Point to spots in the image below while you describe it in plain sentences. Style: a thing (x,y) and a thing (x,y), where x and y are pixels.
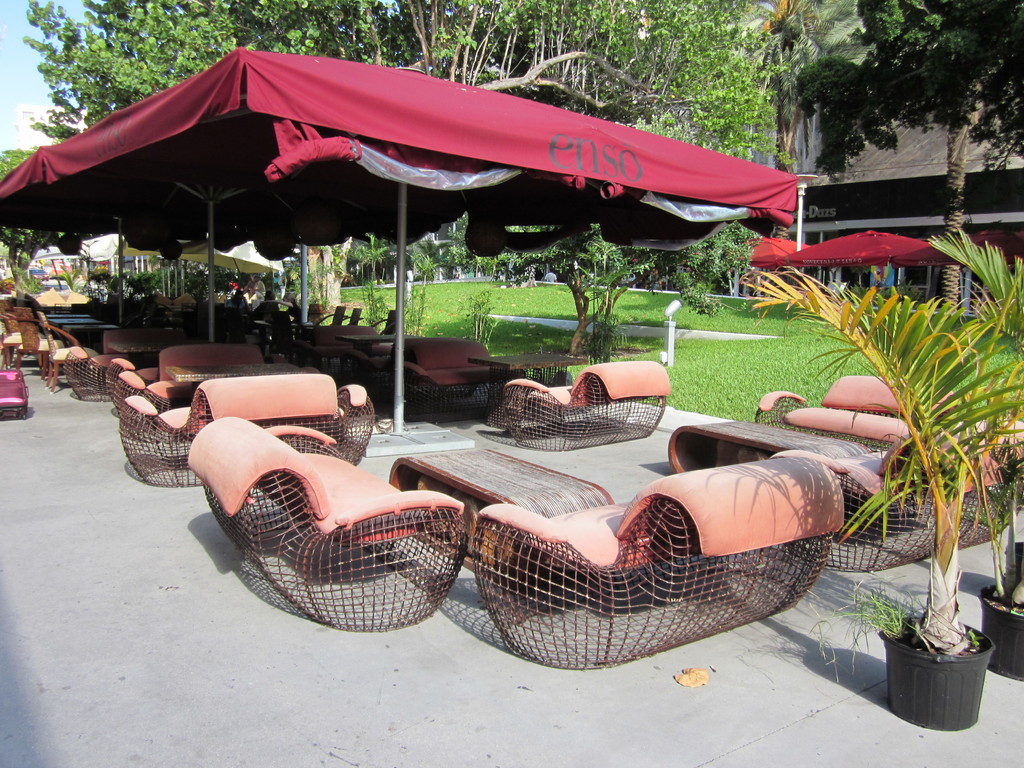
In this image there is the sky (36,80) towards the top of the image (16,8), there are trees (71,59) towards the top of the image (813,53), there is a building (877,170) towards the right of the image (913,177), there is text (827,216) on the building (883,190), there are plants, there is grass (675,365), there are couches (764,574), there are poles (398,258), there are tents (385,158), there is text (563,149) on the tent (605,151), there are tables (456,459), there is an object (15,391) towards the left of the image (22,406), there are flower pots (952,655) on the ground (999,695).
